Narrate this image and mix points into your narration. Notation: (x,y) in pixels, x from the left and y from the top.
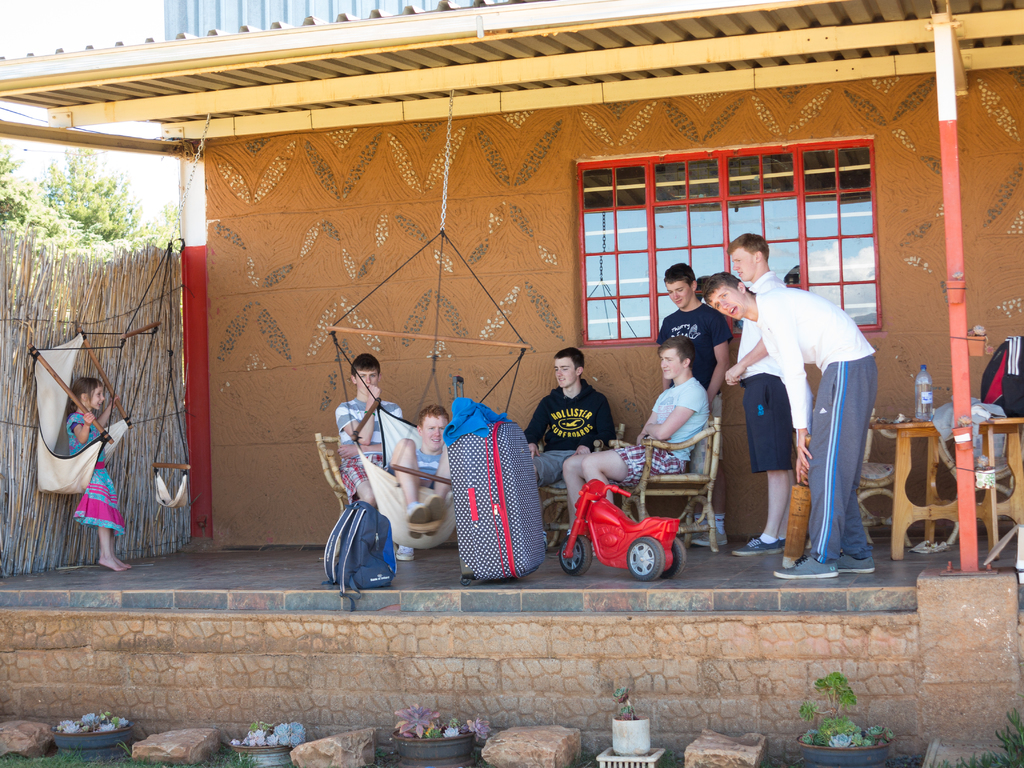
In this image I can see number of people (594,477) where few are standing and few are sitting. In the front of them I can see a tricycle (601,513) and few bags (487,572). On the right side of this image (1001,373) I can see a table (931,451) and on it I can see a cloth (974,401), a bag (989,383) and a bottle (924,372). In the background (496,337) I can see a building (849,108), a window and on the bottom side of this image (75,732) I can see few plants (121,721) in pots (68,745).
